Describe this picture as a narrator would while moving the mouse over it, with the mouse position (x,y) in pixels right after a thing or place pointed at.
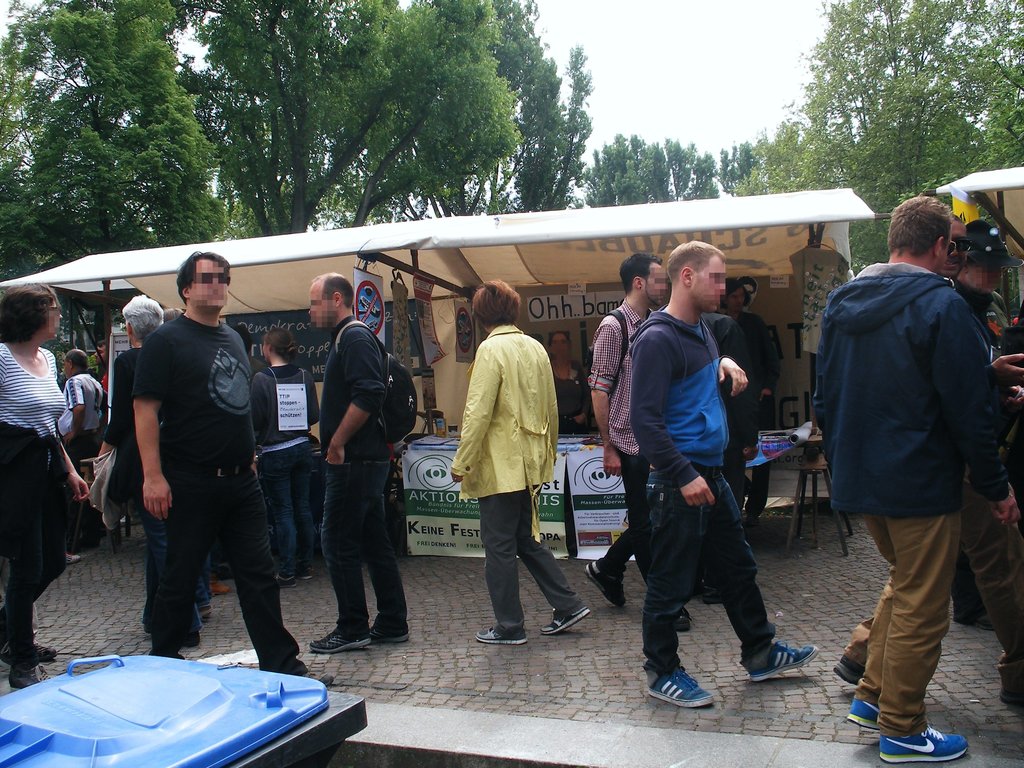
In this image we can see a few people (490,392), among them some are carrying bags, we can see there are some shops (451,317), boards (363,308), posters (577,467), trees (762,188) and some other objects (224,655), in the background (651,67) we can see the sky (688,97).
